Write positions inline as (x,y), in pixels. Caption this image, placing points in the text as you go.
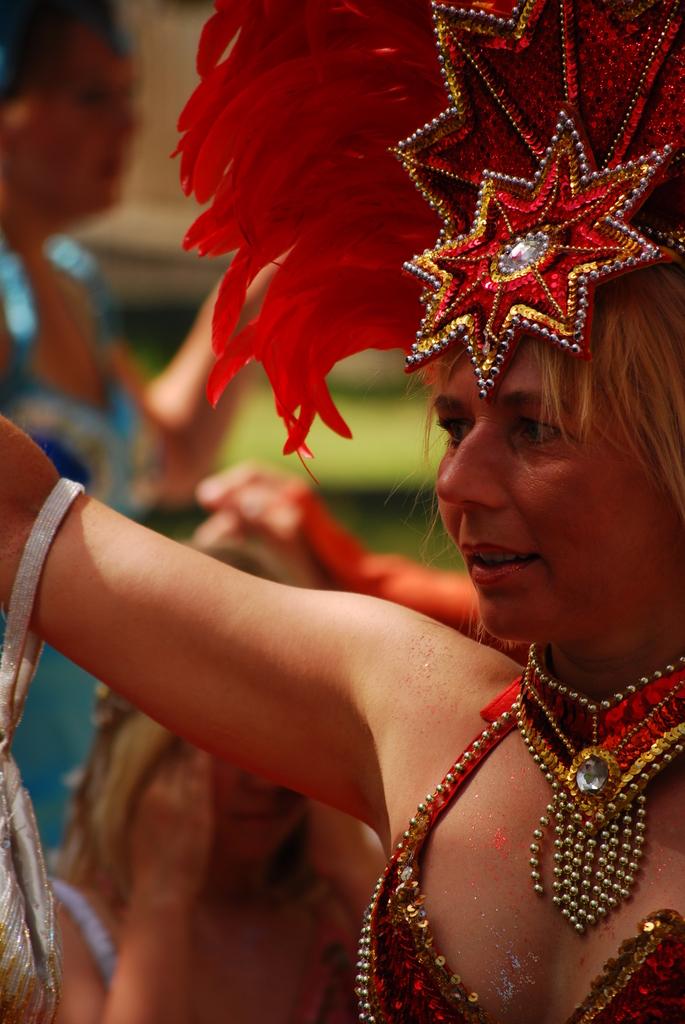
In this image we can see one woman (511,505). And she is wearing a crown (444,219) and jewelry (594,765). And we can see the hand pouch (11,635). And we can see the background (103,84) is blurred.
